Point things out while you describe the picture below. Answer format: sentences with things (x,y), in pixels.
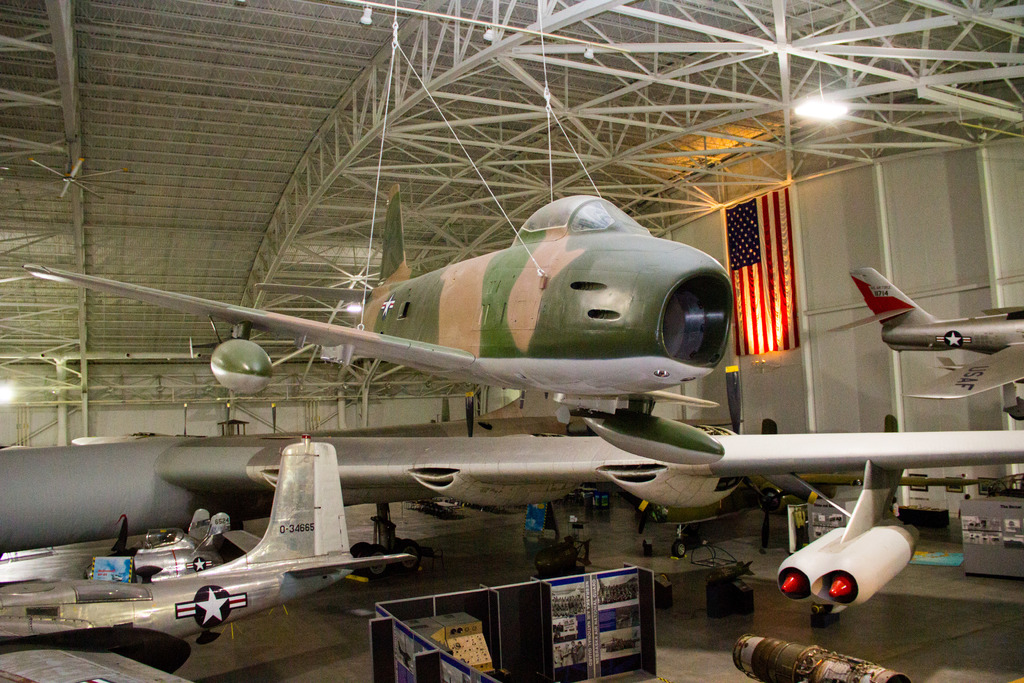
In this image there are aircrafts (479,296) in a metal rooftop auditorium (153,390), on the surface (598,681) there are some objects (560,604), in the background of the image (761,248) there is a flag (739,281) on the metal wall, at the top of the image (787,110) there are lamps (806,101) and metal rods (787,110).
